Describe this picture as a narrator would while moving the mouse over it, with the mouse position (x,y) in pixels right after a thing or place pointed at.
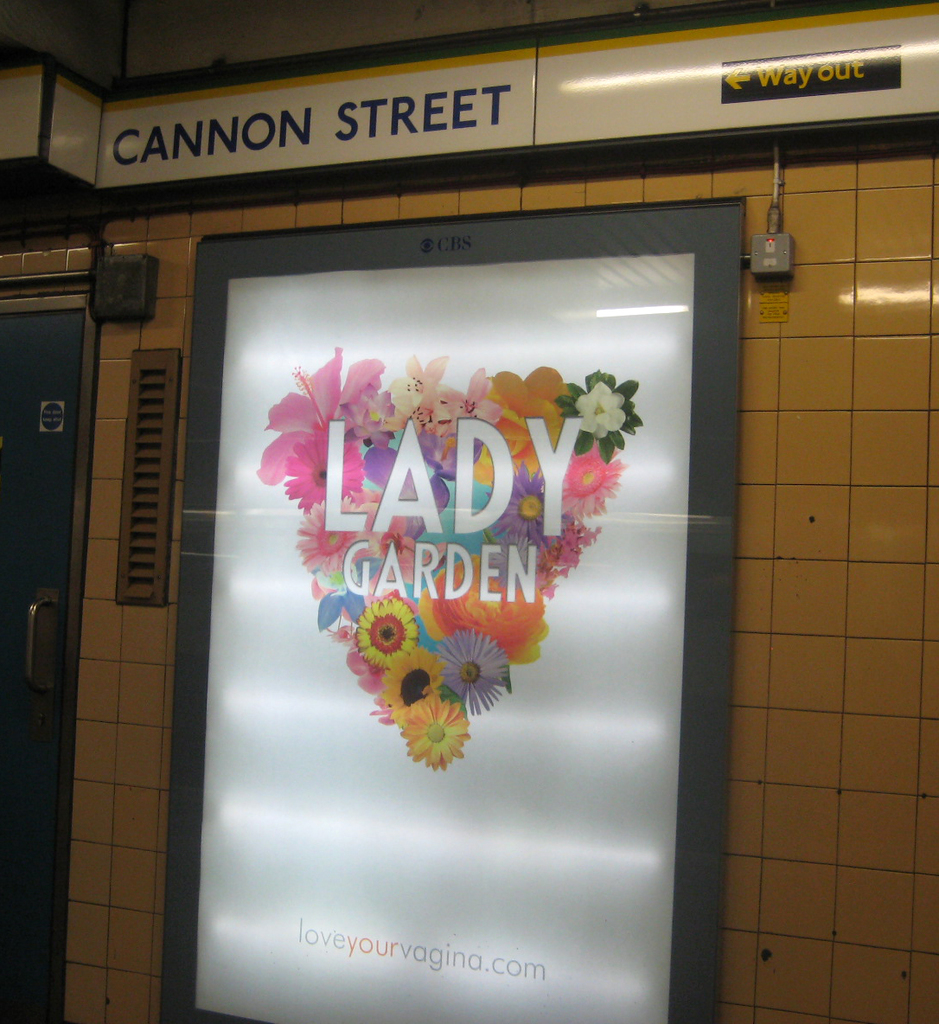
In this image I can see some text (418,588) written on the board (442,547). On the left side (48,567) I can see a door (53,582). At the top (490,121) I can see some text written on the wall (836,304).
